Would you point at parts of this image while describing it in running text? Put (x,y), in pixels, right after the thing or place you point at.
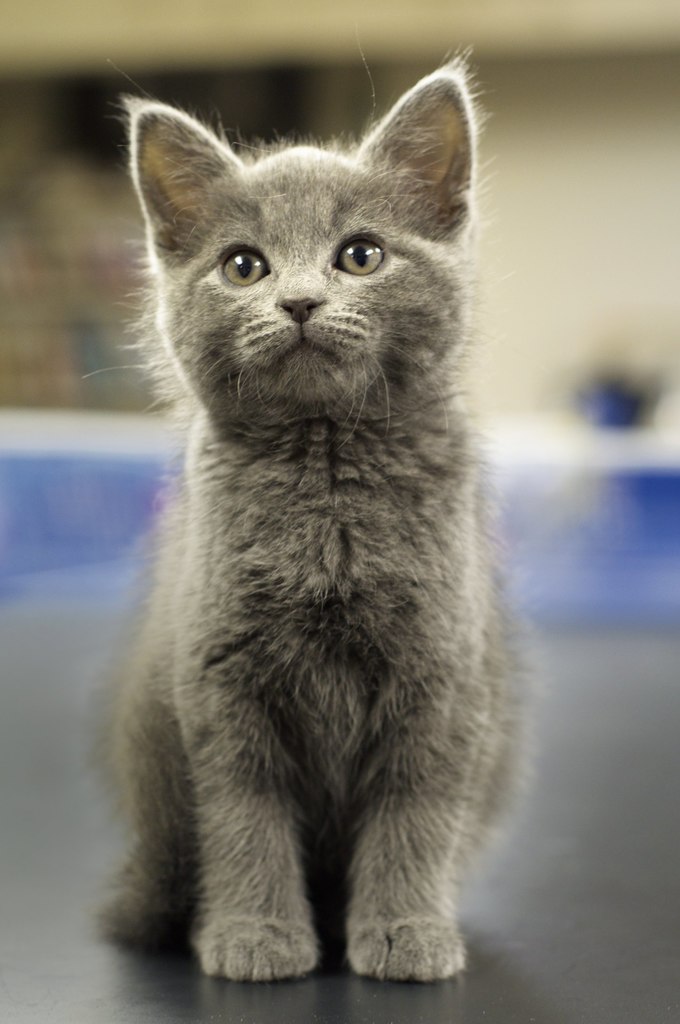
In the center of the image (443,570) we can see a cat (444,706). On the backside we can see a wall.
